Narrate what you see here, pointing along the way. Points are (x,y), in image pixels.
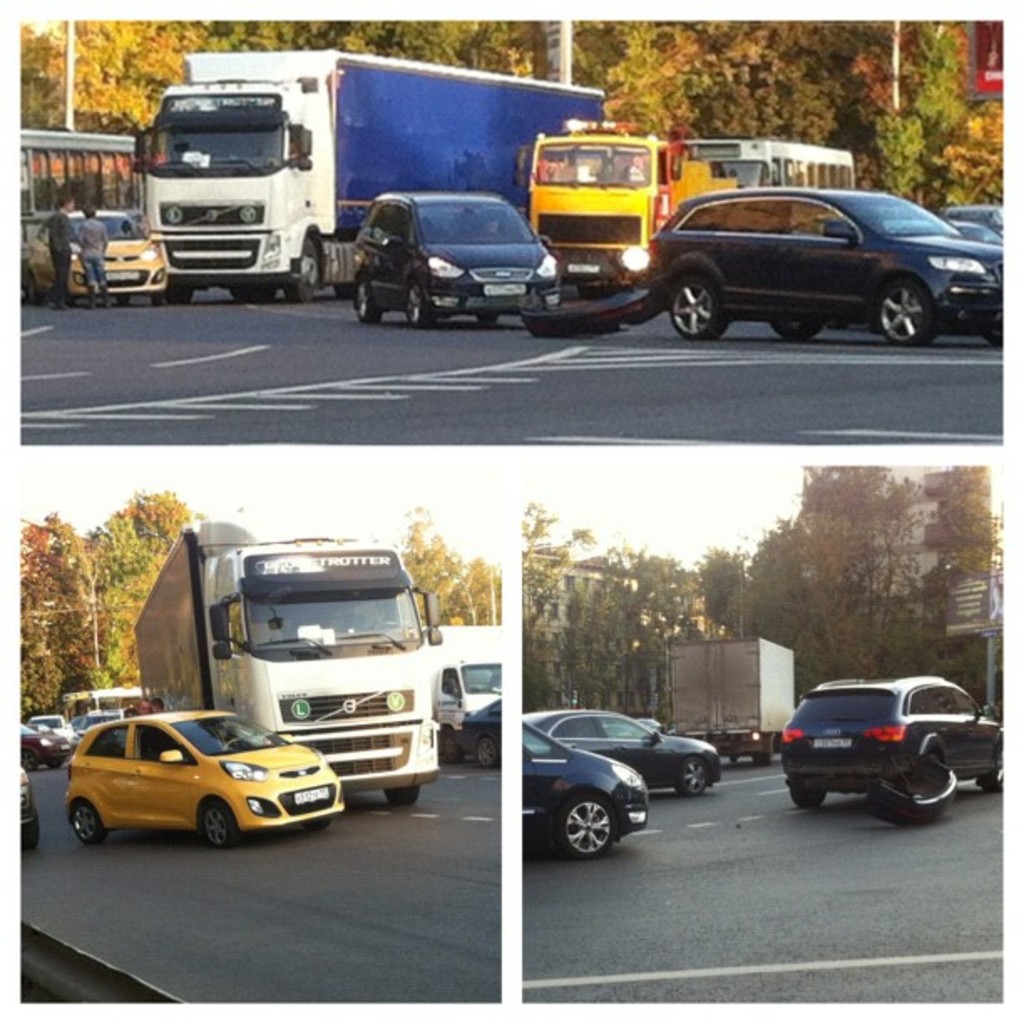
This image looks like an edited photo in which I can see fleets of vehicles (475,670) on the road (625,919), trees (526,676), buildings (572,653), light poles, boards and the sky (366,489). This image is taken, may be during a day.
